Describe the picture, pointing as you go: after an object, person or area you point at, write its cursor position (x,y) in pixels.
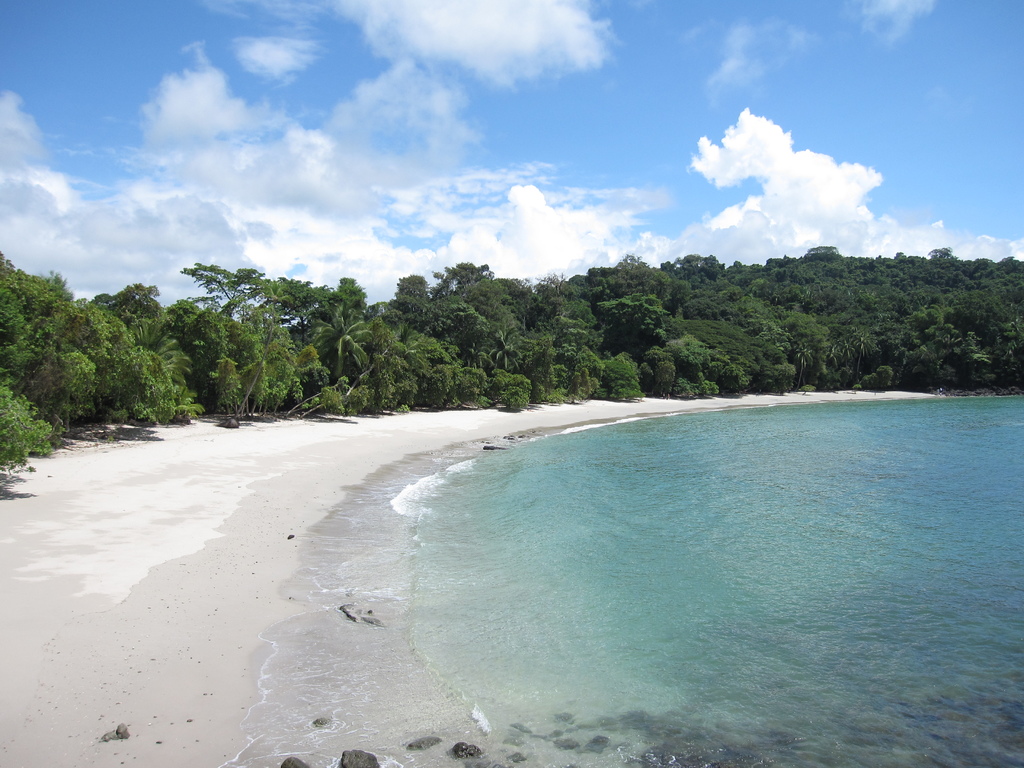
In the image there is a sea (382,684) and around the sea (394,739) there are plenty of trees (481,345).
